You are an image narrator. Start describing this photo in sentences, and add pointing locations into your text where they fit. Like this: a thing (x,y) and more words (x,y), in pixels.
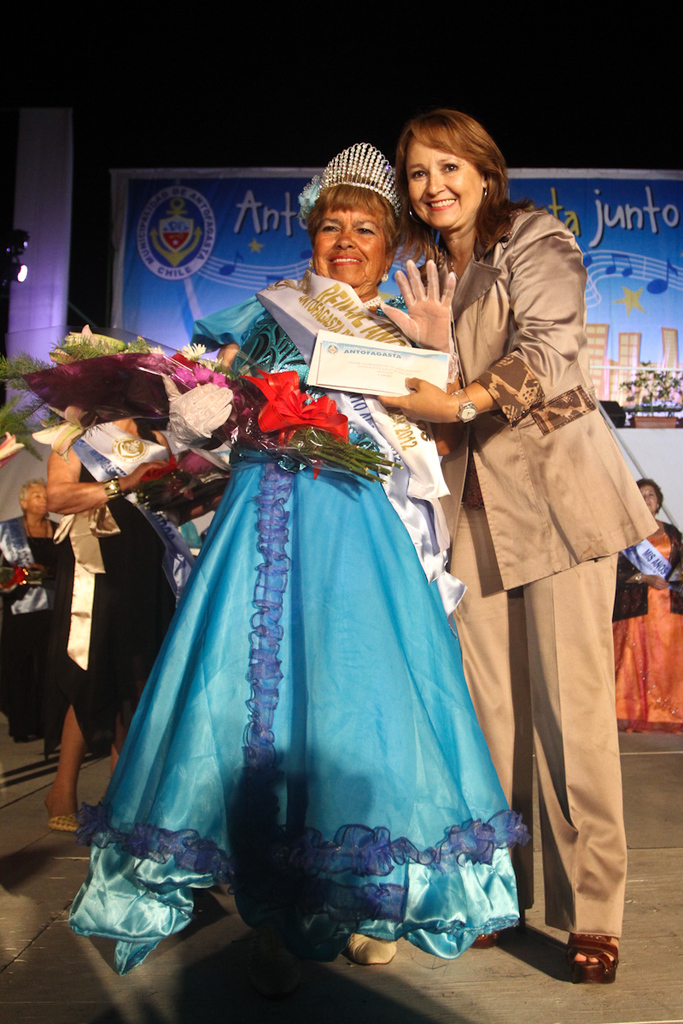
In the picture I can see some people (304,539) and she is holding bouquet (157,399), behind we can see few people (116,658) and banner (661,192).
